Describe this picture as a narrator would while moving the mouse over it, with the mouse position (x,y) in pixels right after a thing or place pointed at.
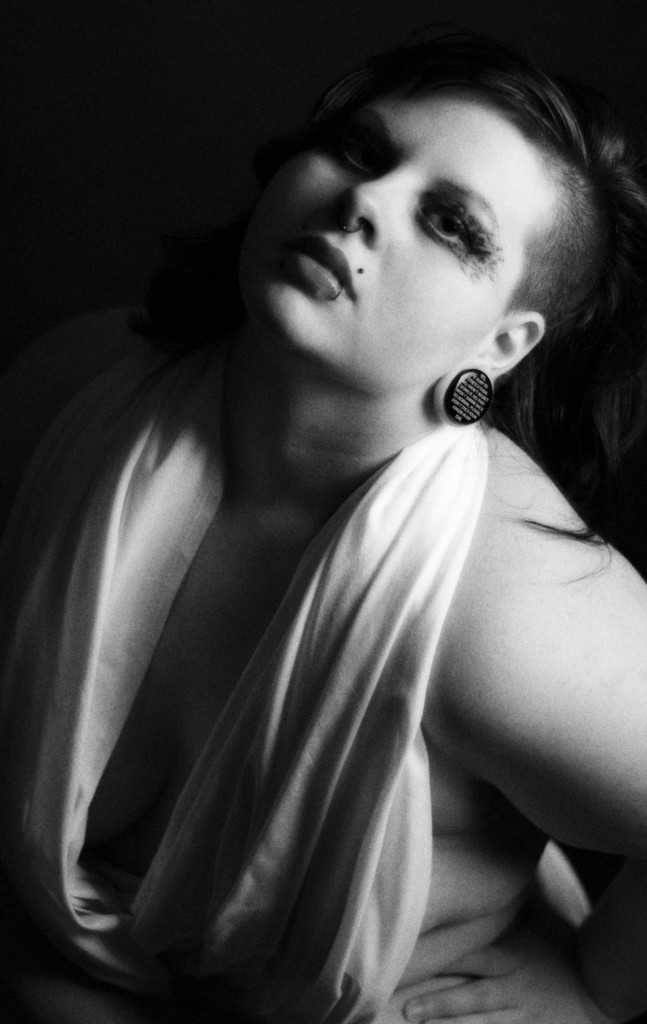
This is black and white image in this image there is a lady (500,385).
